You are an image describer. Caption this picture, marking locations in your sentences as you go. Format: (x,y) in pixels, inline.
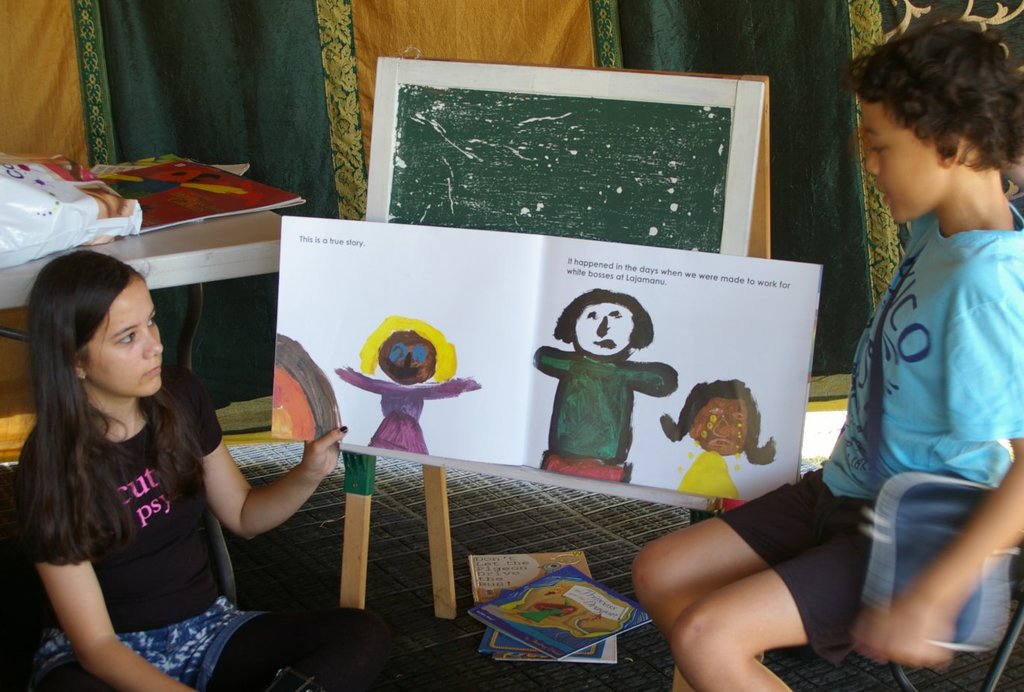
In this image there are two people (840,485) in which one of them sits on a chair (894,518), there is a book (651,252) and a chalkboard (655,211) to a stand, there are books (245,185) and a cover (125,209) on a table (201,279), few books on the floor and a cloth (369,76) in the background (785,100).
